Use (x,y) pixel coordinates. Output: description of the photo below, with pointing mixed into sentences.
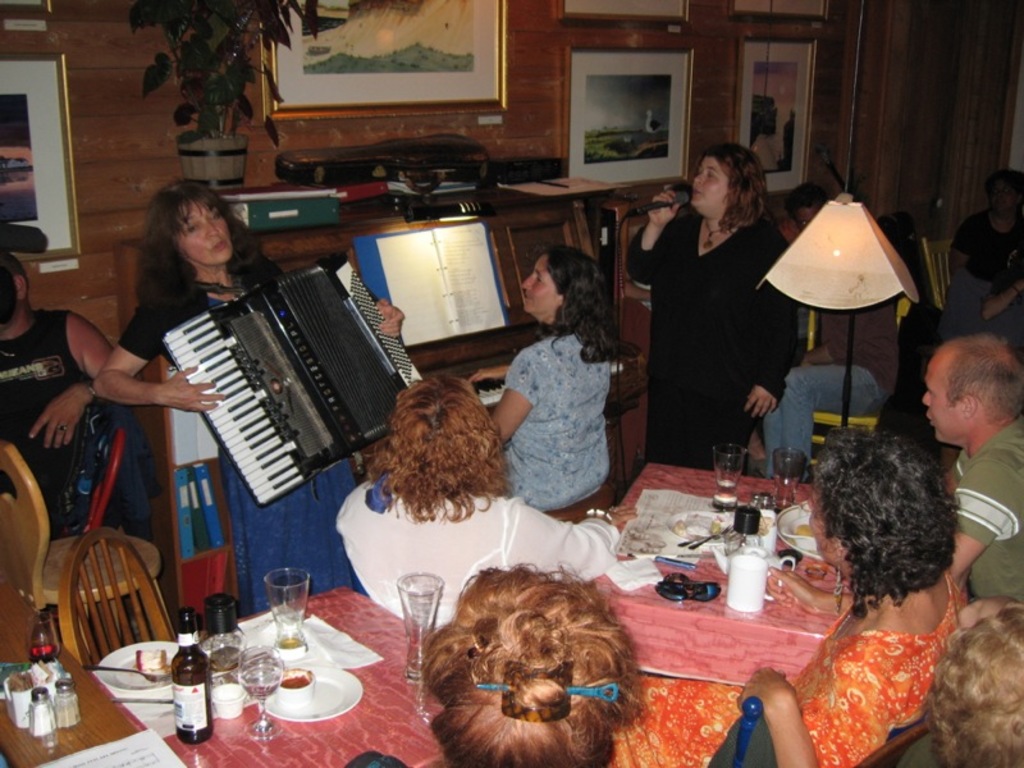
This image is taken indoors. In the background (96,178) there is a wall (531,144) with many picture frames (654,142) on it and there is a table (275,232) with many things (330,179) and a pot (213,149) with a plant (207,59) on it. At the bottom of the image (263,721) there is a table (381,701) with many things (764,544) on it and a few women (447,712) and men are sitting on the chairs (825,414). In the middle of the image (595,308) a few people (551,315) are standing and playing music with musical instruments (443,360).
